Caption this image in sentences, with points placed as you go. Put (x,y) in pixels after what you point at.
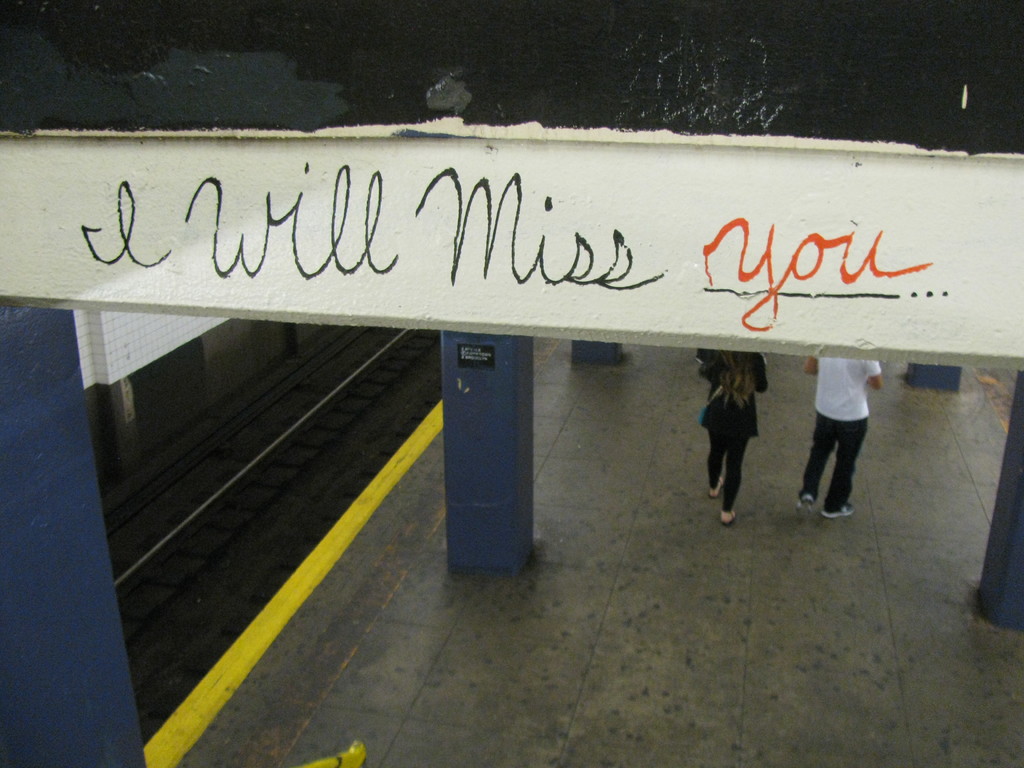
In this picture I can see two persons (720,434) standing, there are pillars (514,532), this is looking like a beam (614,137), and there are words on the beam (381,188).
